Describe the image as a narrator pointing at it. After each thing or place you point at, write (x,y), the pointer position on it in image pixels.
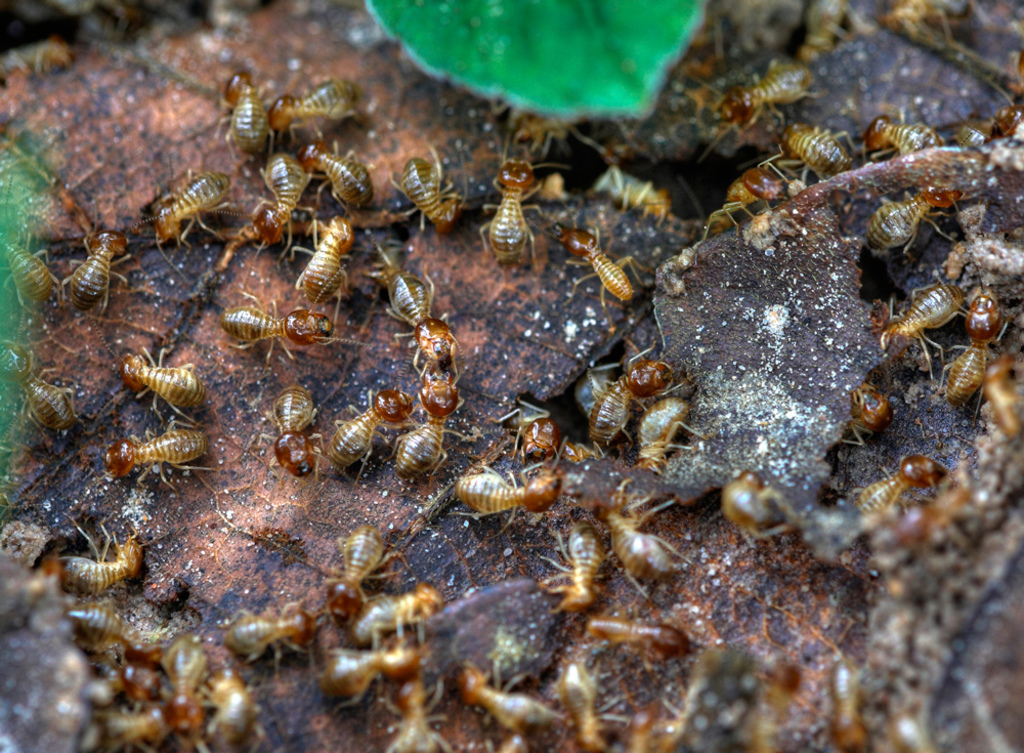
In this picture, I can see a multiple termites (178,385) after that there is a plant (553,22) next a stone (828,459).
